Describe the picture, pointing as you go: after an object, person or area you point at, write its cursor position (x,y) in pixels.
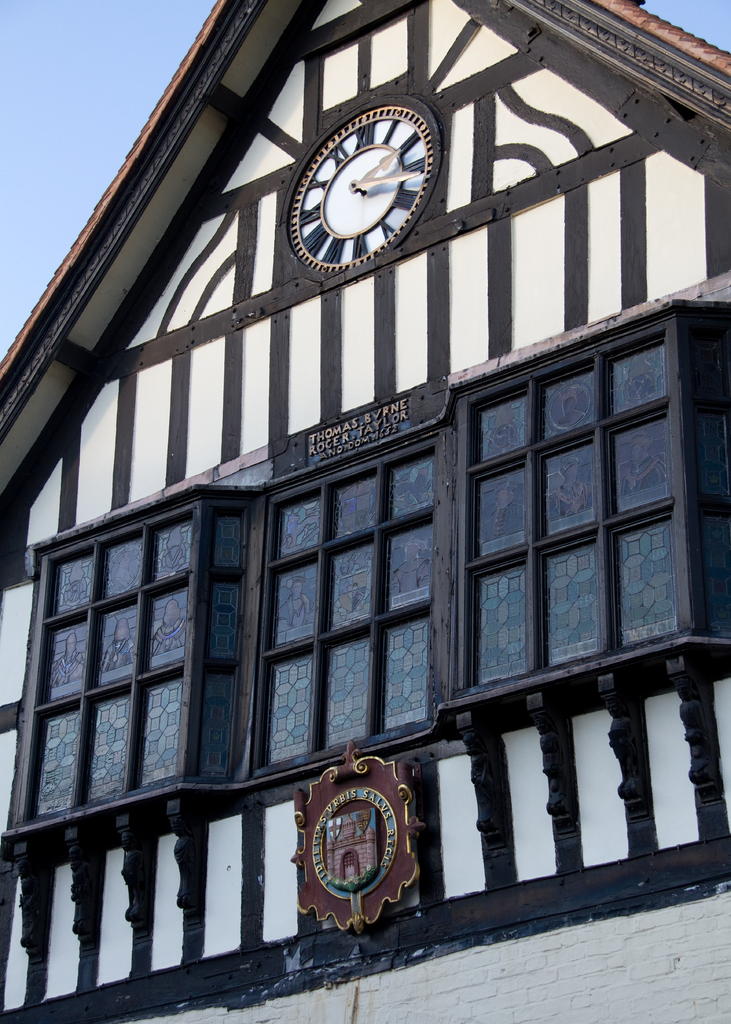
In the image I can see a building (415,450) to which there is a clock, board (340,834) on which there is something written.
